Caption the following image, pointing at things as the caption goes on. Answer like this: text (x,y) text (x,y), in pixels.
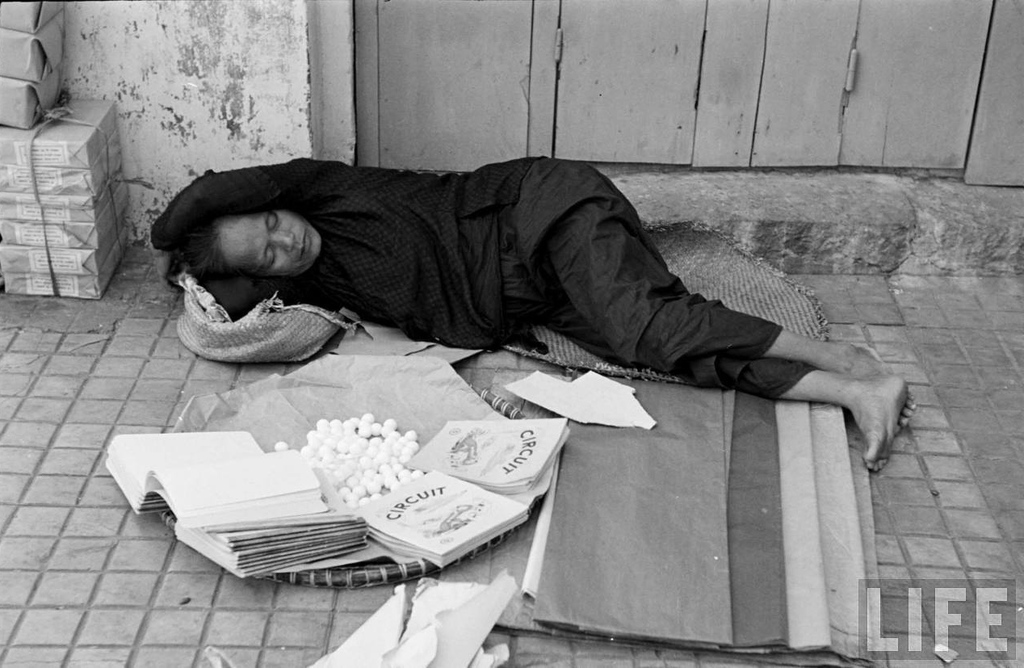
It is the black and white image in which there is a woman (437,288) sleeping on the floor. In front of her there is a paper (325,391) on which there are balls (347,459) and books (331,520). On the left side (53,152) there are packets (54,130). In the background (765,160) there is a door (776,136).
